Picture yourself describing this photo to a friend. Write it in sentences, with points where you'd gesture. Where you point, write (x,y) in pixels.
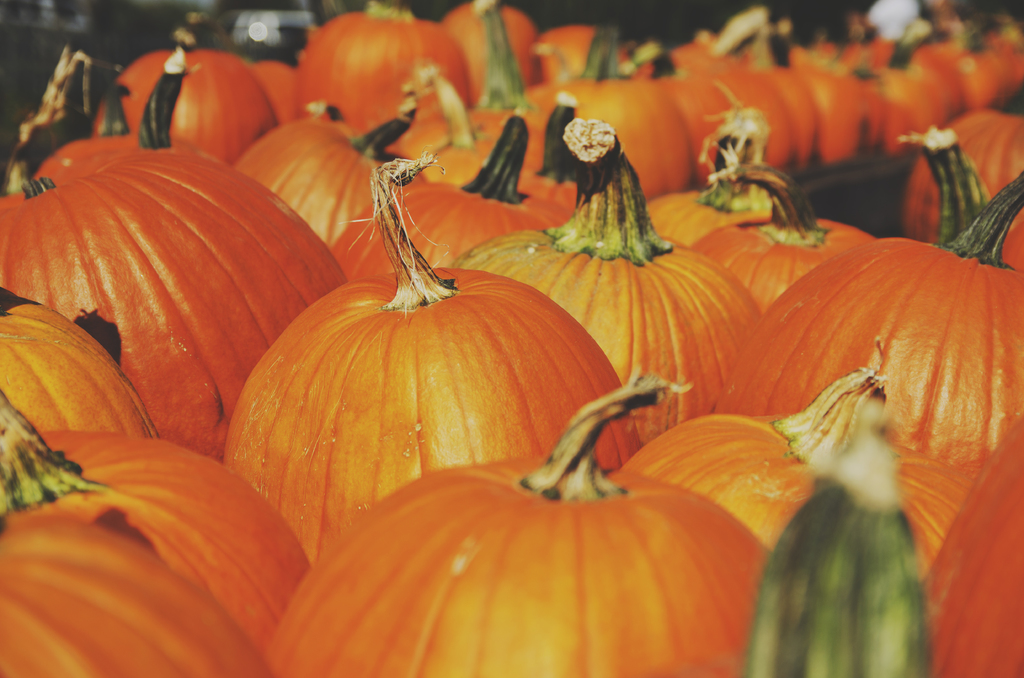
This image consists of pumpkins (446,413). They are in orange color.
